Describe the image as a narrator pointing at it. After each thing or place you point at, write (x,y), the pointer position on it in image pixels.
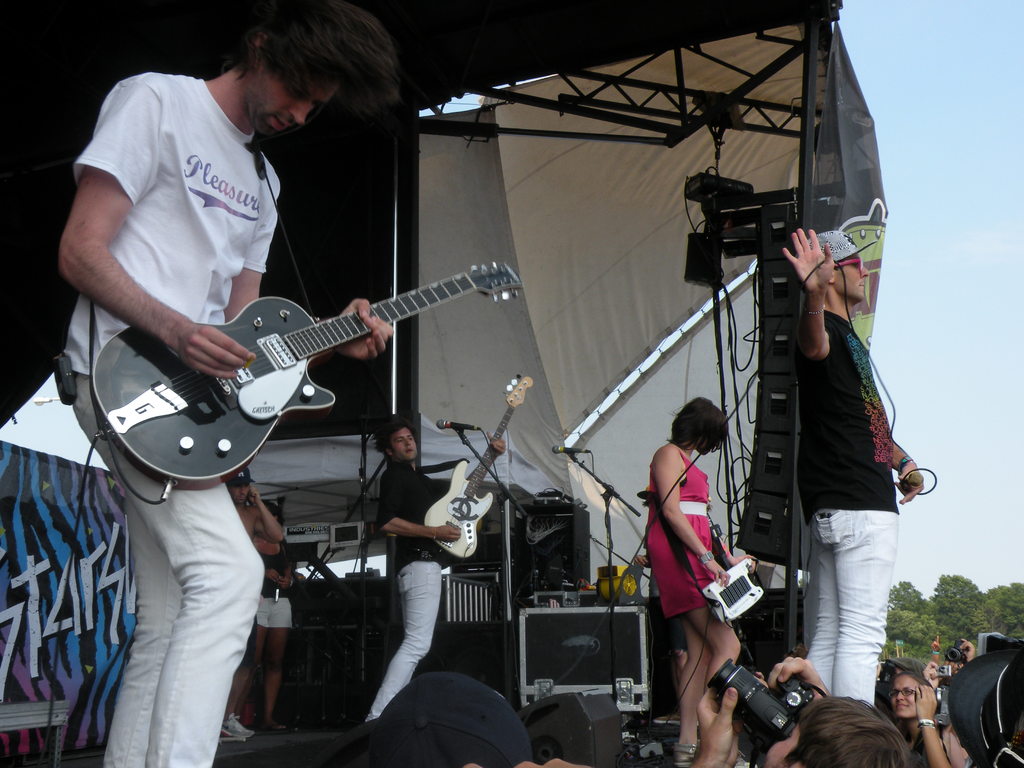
In the picture we can see three people (196,162) are standing and holding guitars (330,341) near the microphone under the shed (652,250). We can also see there is a sky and trees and people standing and capturing pics.
